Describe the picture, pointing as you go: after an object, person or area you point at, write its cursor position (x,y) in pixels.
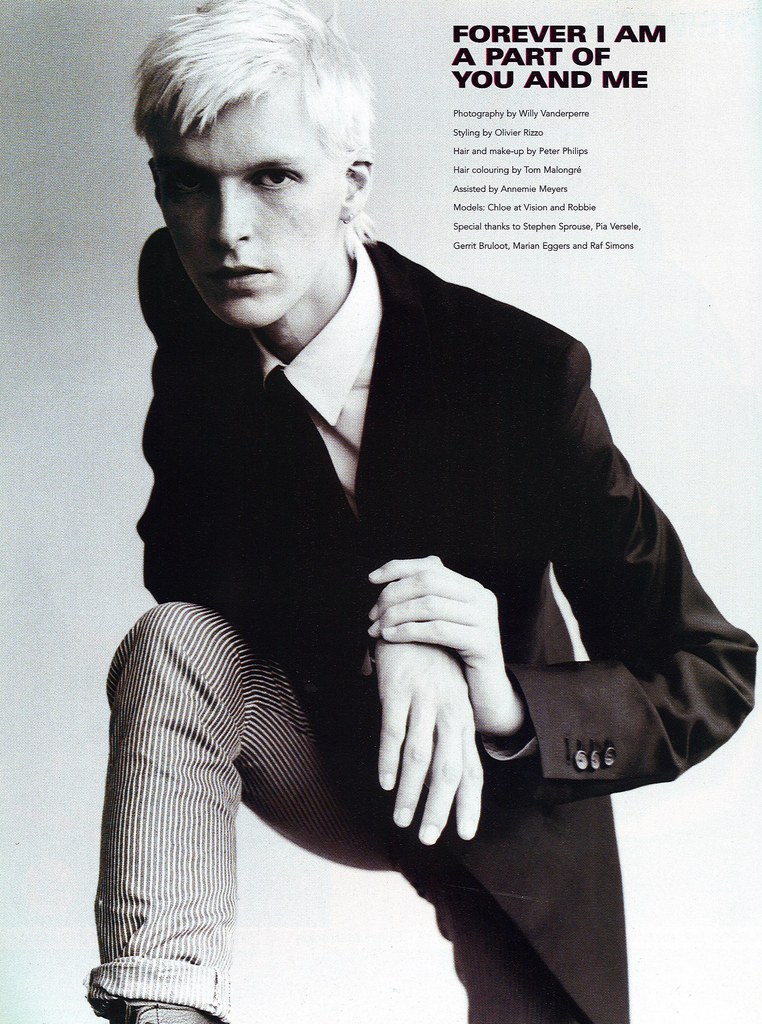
In this image, we can see a person (459,450) wearing clothes (525,936) and there is a text (504,84) in the top right of the image (594,63).
